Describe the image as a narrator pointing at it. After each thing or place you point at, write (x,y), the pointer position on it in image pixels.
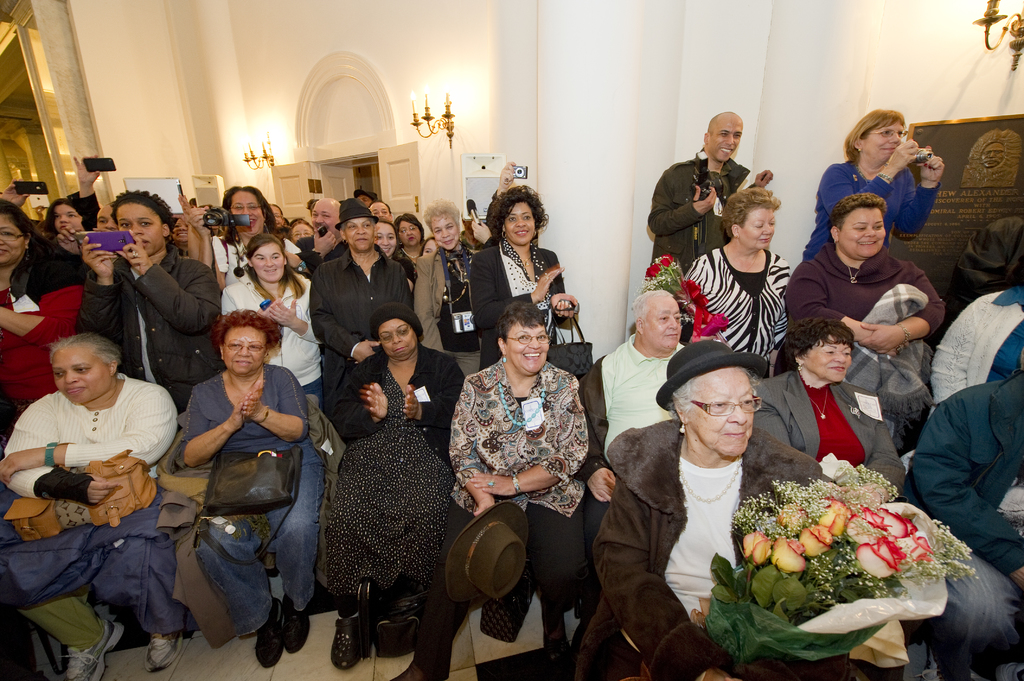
In this picture I can observe some people (320,340). There are men (332,306) and women (175,298) in this picture. In the background (187,46) I can observe wall (201,79).
